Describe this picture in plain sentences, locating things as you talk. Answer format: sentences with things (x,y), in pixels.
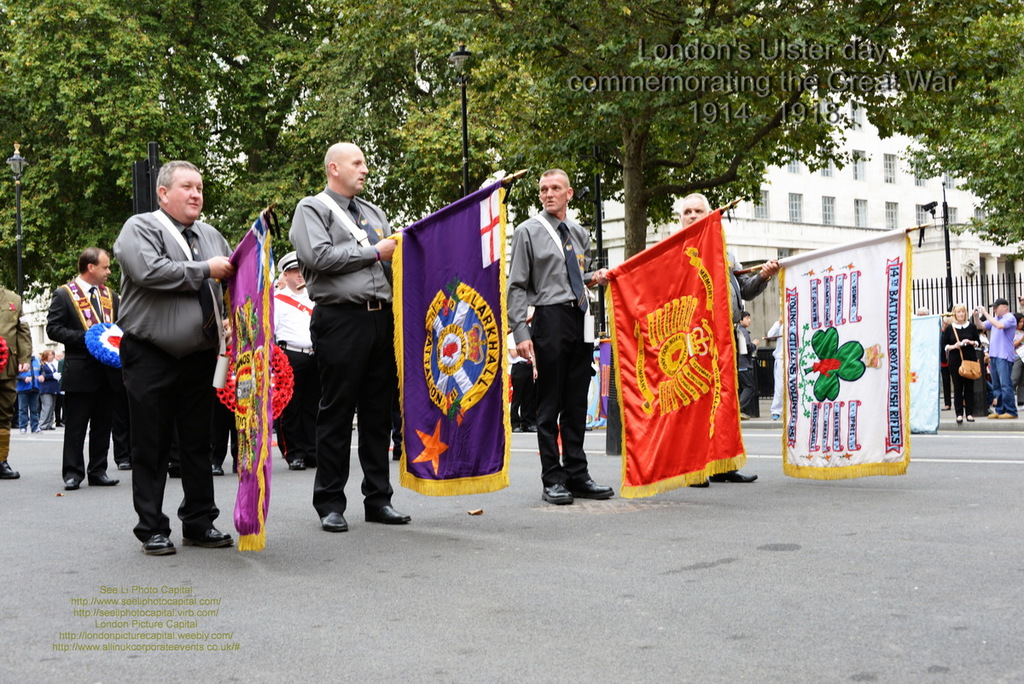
In the image we can see there are people (173,390) standing, wearing clothes (159,374), shoes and they are holding a flag (428,431) in their hands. Here we can see road (741,564), light poles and building (793,199). Here we can see the fence (965,299) and watermarks (699,119).
